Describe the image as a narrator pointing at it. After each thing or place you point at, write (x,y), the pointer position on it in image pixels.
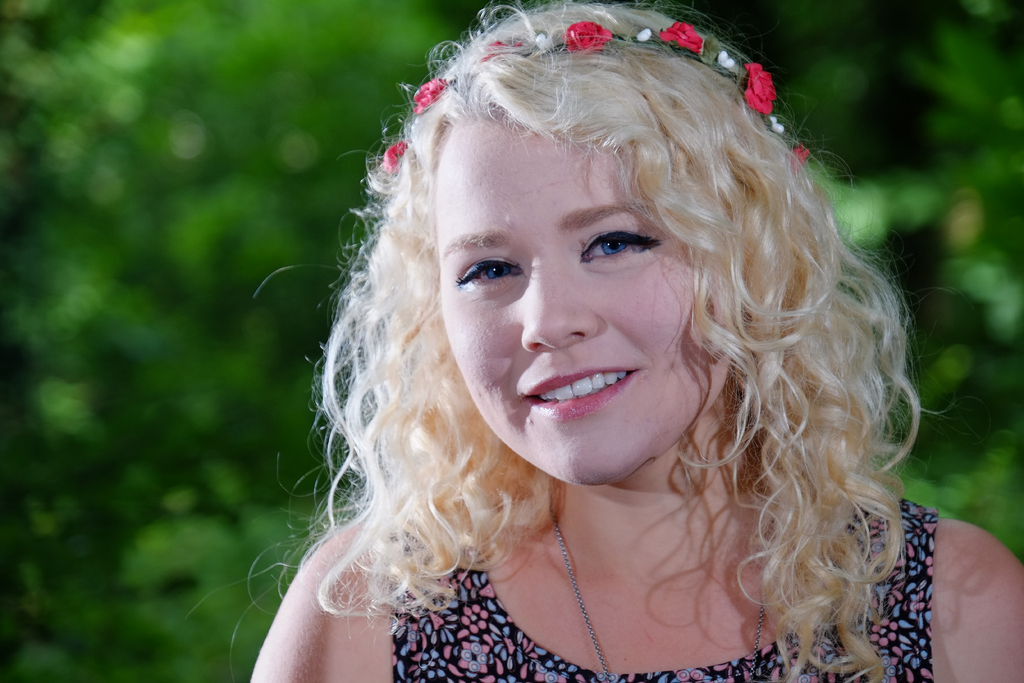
In this image I can see a woman (517,386) wearing black, pink and blue colored dress (474,643) and a head band (598,41) which is red, white and green in color. In the background (195,248) I can see few trees (201,275) which are green in color.
